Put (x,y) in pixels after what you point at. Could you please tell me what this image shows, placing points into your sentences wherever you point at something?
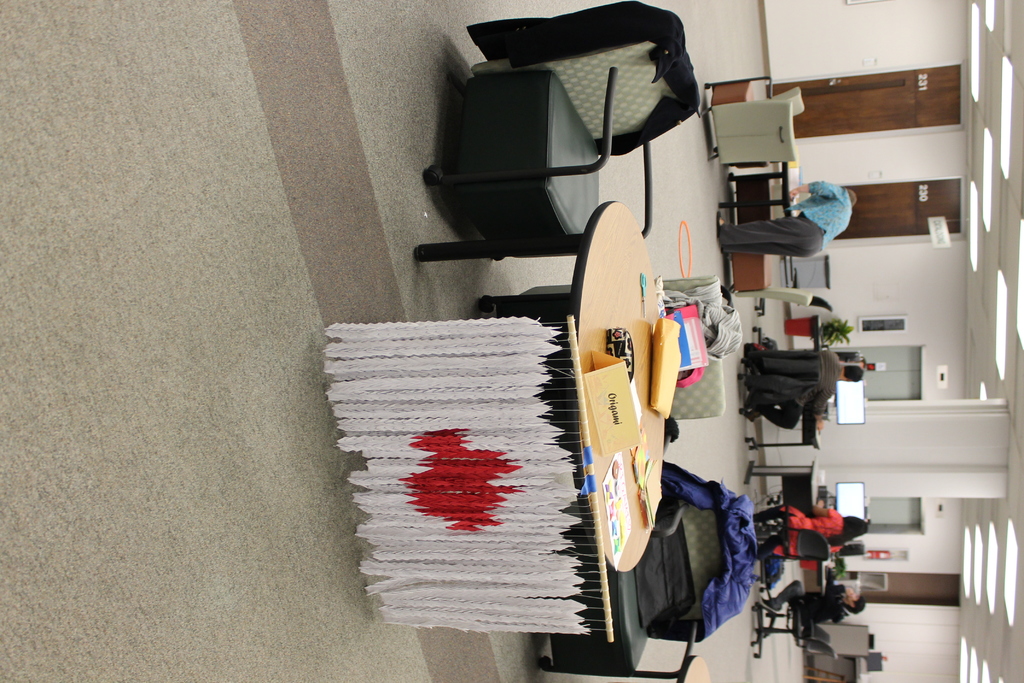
In the image we can see there are people (820,526) who are sitting on chair (813,537) and in front of them there is a table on which there is a monitor (842,512) and over here there is a table (648,427) on which there are files (673,373), paper (642,484) and chair (702,591) and a man (799,222) is standing and beside him there is a chair (768,143).
